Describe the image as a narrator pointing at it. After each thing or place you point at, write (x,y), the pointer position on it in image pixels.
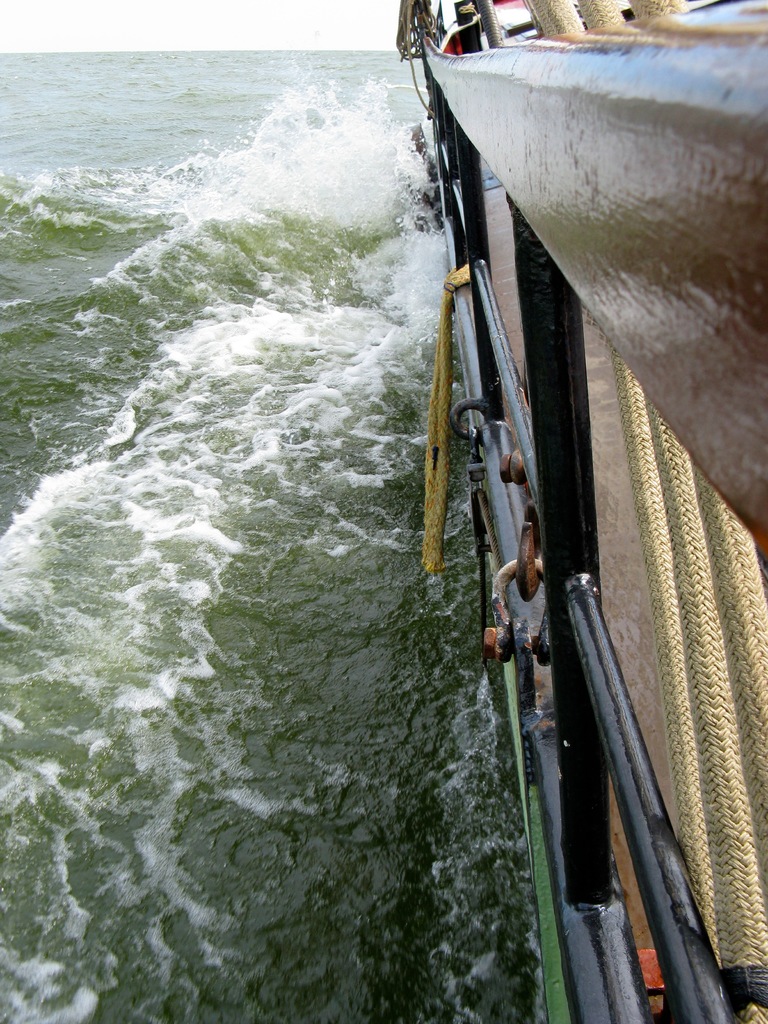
This picture looks like a boat (506,455) in the water (277,439) and I can see sky (243,41).
